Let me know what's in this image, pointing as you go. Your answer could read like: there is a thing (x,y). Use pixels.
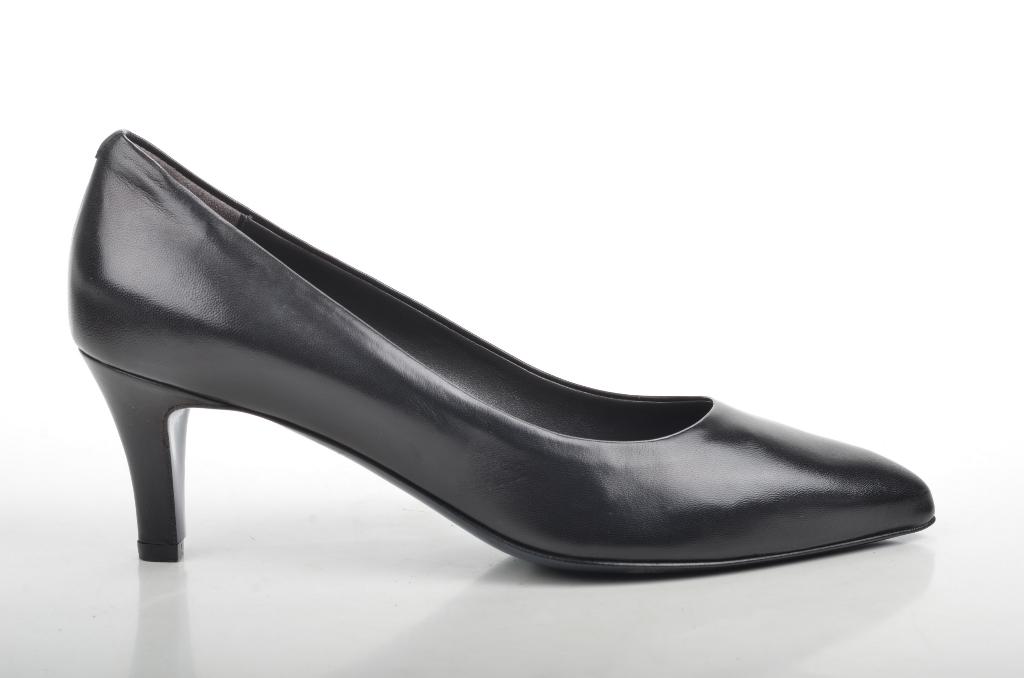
In this image there is a black color shoe heel (419,378) on the object (201,634).
